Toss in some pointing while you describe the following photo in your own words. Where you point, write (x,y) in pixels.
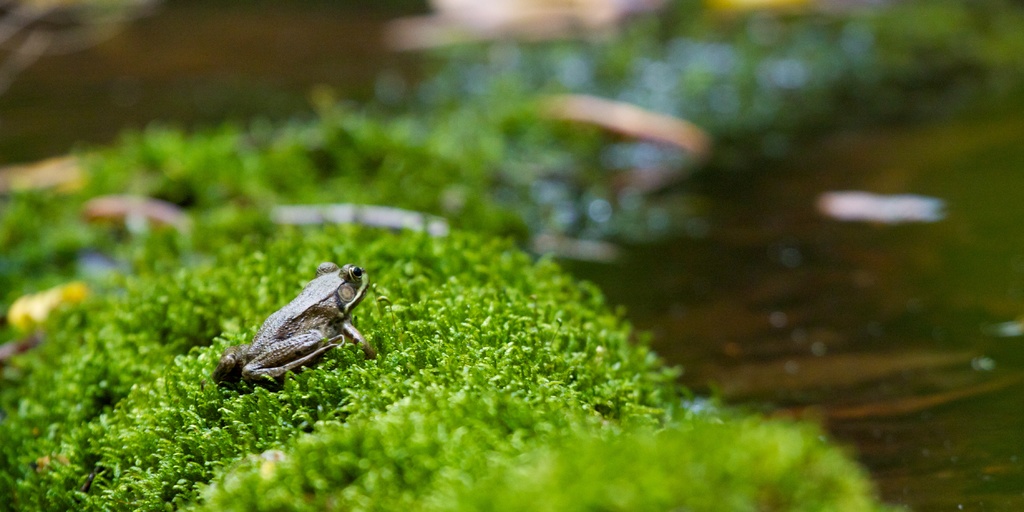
In this picture we can see frog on the green grass (513,358). In the background of the image (605,244) it is blurry.
